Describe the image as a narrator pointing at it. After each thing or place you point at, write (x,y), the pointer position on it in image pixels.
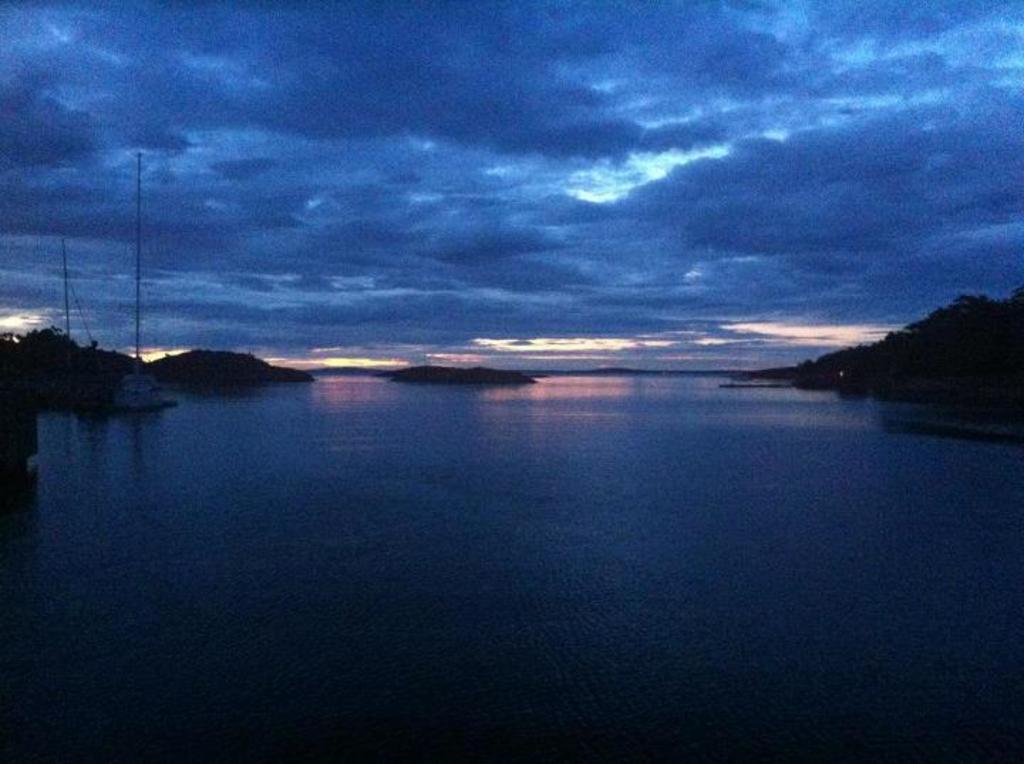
In this image, we can see a boat (129,394) is on the water (450,536). Here we can see poles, mountains (911,347) and clouds sky (432,249).
